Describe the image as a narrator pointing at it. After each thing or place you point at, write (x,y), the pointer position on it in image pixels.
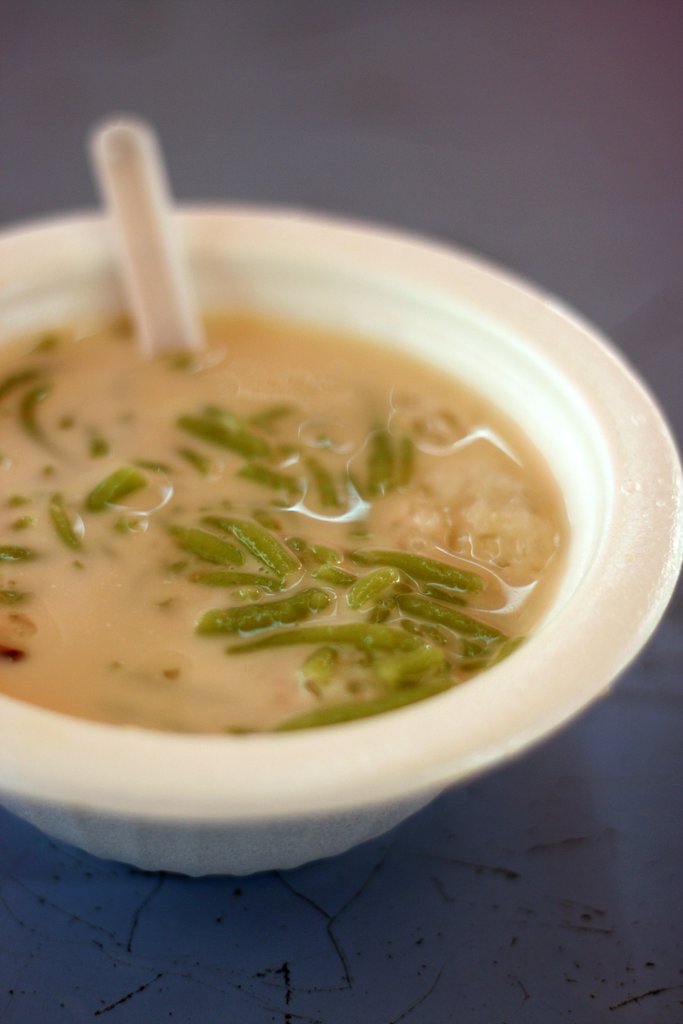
In this image I can see a bowl (484,678) which consists of some food item (362,604) and a spoon (184,340). This is placed on a blue surface (385,887).
